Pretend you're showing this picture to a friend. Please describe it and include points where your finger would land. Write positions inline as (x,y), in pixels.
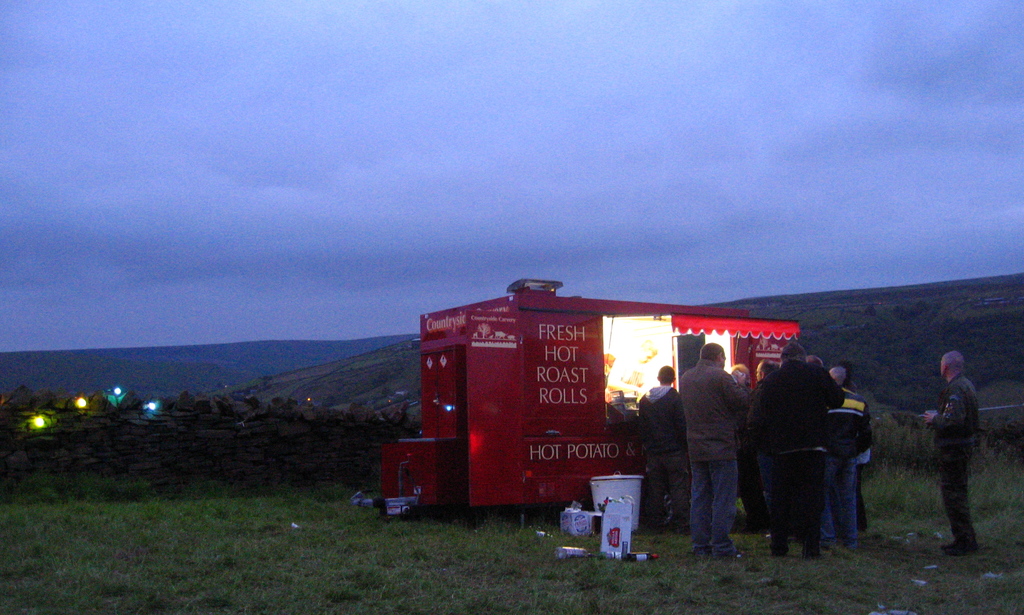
In this image I can see some grass (460,594), few persons (757,386) standing, a small shed (554,395) which is red in color and few other objects (602,486) on the ground (641,540). I can see few lights (123,395) and a wall (97,413) which is made of rocks (223,434). In the background (391,382) I can see few mountains (911,312) and the sky (332,192).
